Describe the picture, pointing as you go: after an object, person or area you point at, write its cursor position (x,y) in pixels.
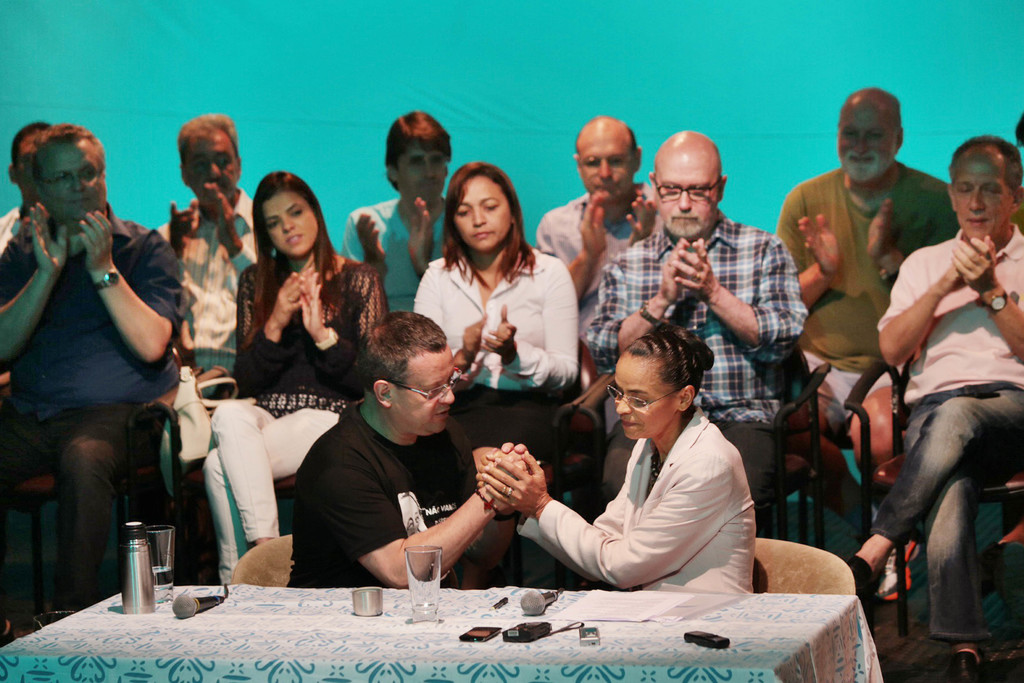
In this picture we can see a group of people (512,205) sitting and clapping their hands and in front of them one man (435,407) and woman (684,476) holding their hands (512,497) and sitting on chairs (805,564) and in front of them on table (223,625) we have mic (184,599), glass (166,569) with water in it, mobile (461,639), remote (547,627), papers (610,608) and in background (807,69) we can see wall (353,82).
